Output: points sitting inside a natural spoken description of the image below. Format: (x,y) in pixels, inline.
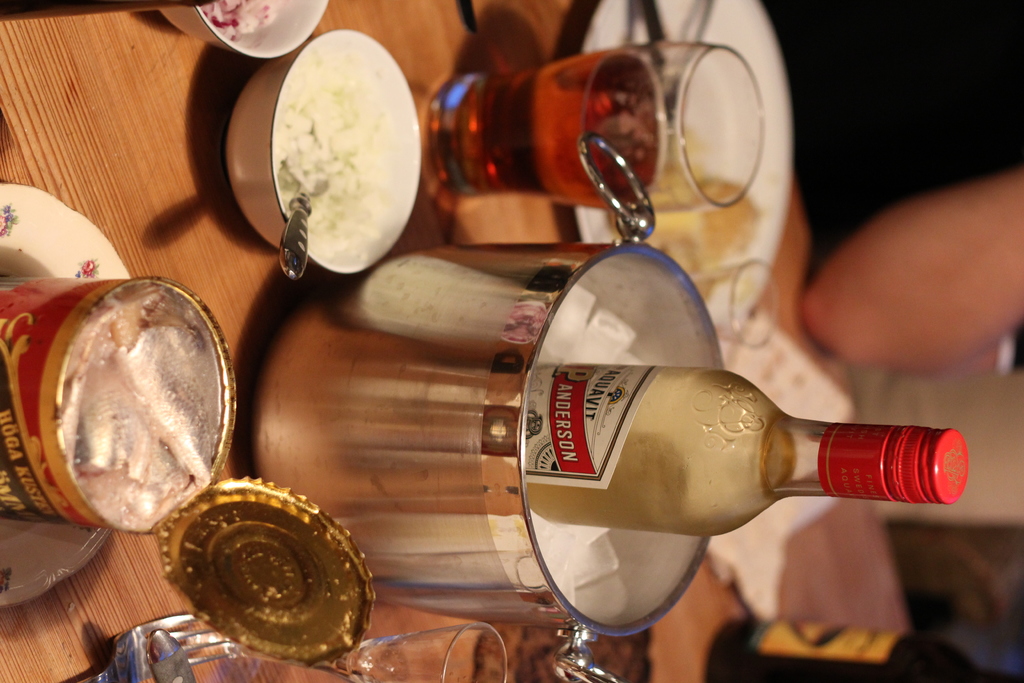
In this picture we can see glass (664,145) with a drink (638,163) in it, bottle (755,492) with ice cubes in a container (470,335), box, bowl (259,91) with food (331,159) and spoon (298,209) in it, spoon (154,651) and fork (146,664) on the table (107,629). We can see partial part of a human hand (891,233).
